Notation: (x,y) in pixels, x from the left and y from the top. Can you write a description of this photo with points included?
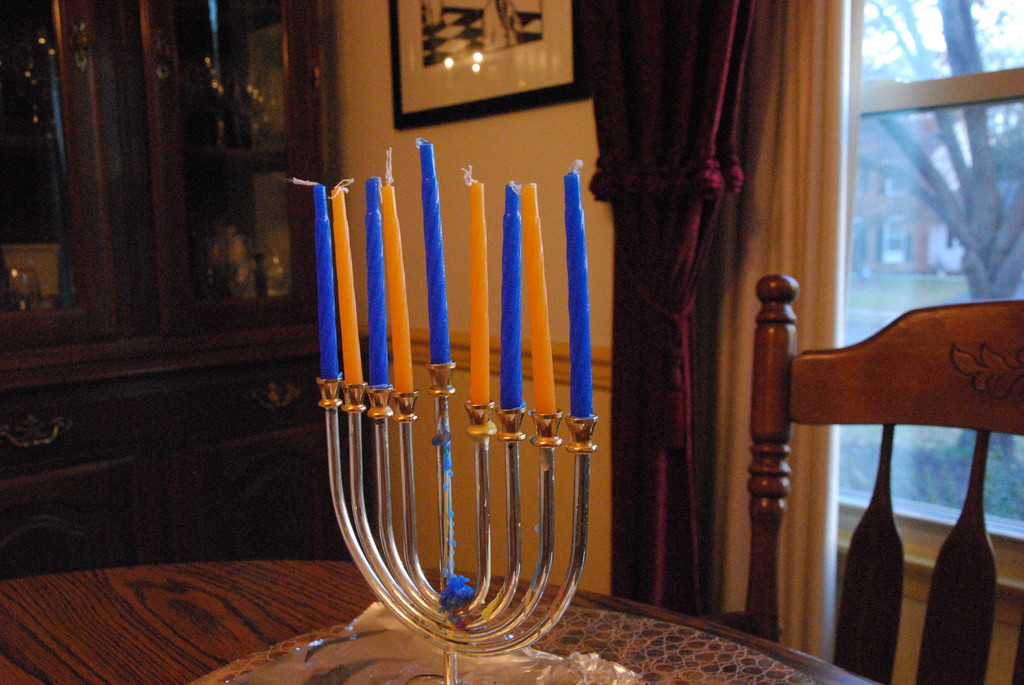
In this image we can see a table (270,604), on the table (277,582), there is a stand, also we can see a chair (761,442), window (847,462), curtain (732,190), cupboard (164,270) and a photo frame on the wall (414,158).
